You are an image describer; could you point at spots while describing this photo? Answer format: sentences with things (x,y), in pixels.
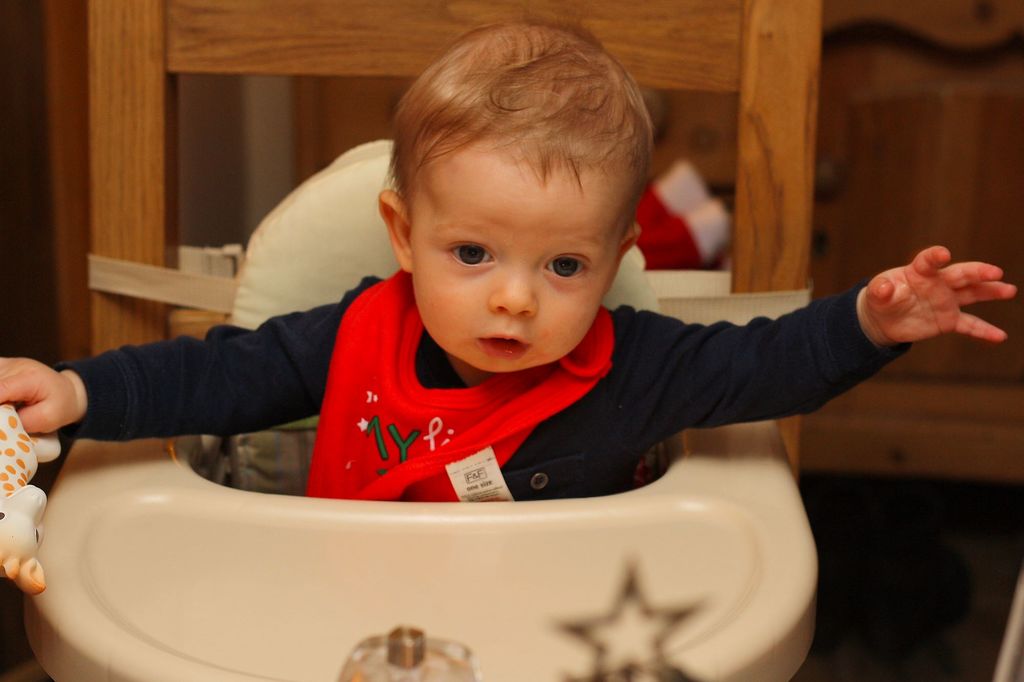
In this picture, we see a baby (578,376) is in the booster seat (420,549). We see the baby (104,402) is holding a toy animal (39,450). Behind the baby (660,366), we see a wooden object (736,219). In the background (940,82), we see a cupboard (884,148). This picture is blurred in the background (850,129).
